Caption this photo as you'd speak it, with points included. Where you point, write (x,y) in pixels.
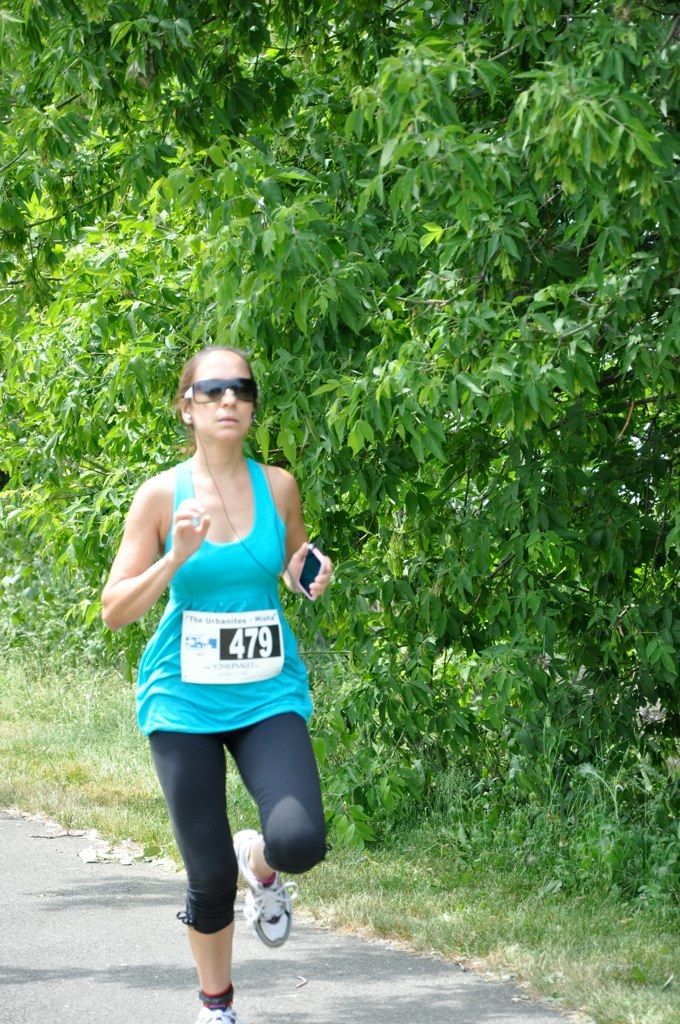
A beautiful woman (314,798) is running, she wore blue color top (279,709), black color trouser (279,753) and goggles (201,382). On the right side (586,362) there are trees (586,362) in the image.
